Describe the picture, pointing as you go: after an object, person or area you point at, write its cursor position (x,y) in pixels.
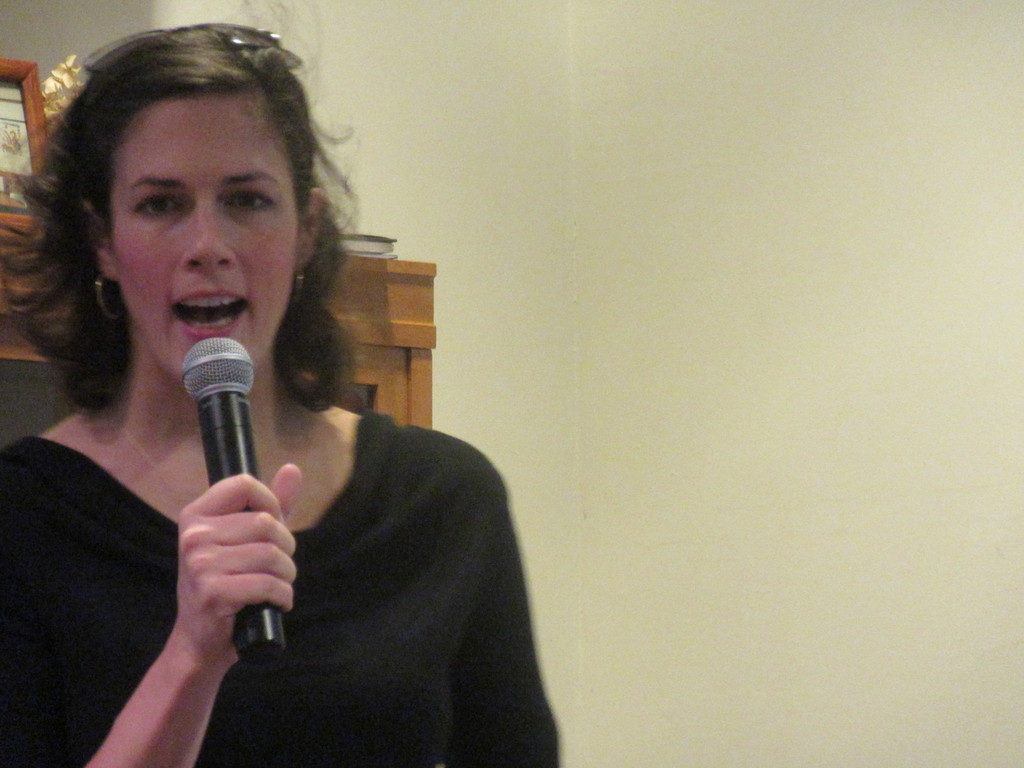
There is a woman (400,536) in black color t-shirt (408,554), holding a mic (252,470) and speaking. In the background (400,312), there is a cupboard (368,284) on which there is a book (383,242), photo frame (24,155) and other object (53,74). This cupboard (416,332) near white wall (609,309).
